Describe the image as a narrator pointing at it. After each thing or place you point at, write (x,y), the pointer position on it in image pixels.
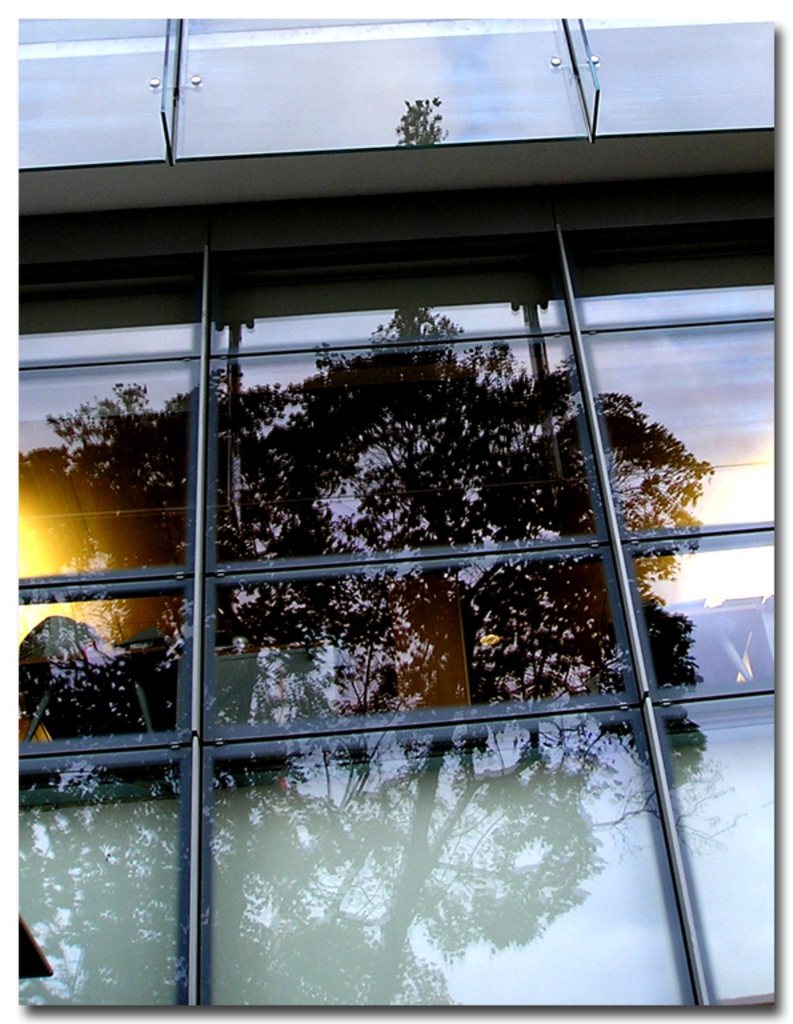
In this image, we can see a building (303,611) and there are glass doors (303,628), through the glass (303,628) we can see a shadow (374,643) of a tree (403,634).
